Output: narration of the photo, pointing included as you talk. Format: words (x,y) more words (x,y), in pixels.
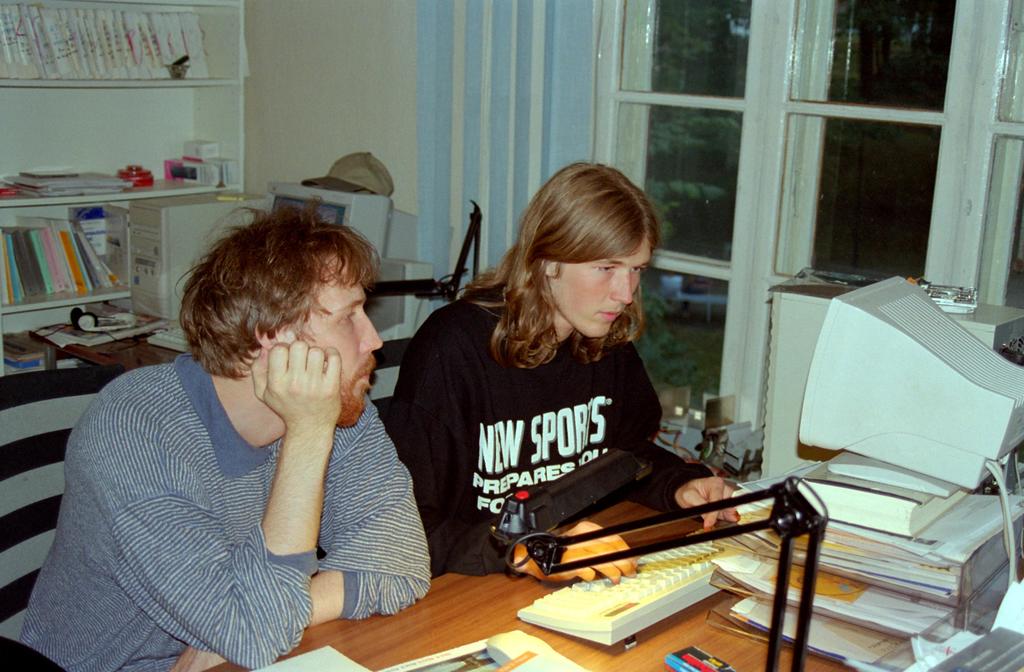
In this picture i could see two persons (231,501) sitting on the chair (42,566) beside a table (417,624) and working on the computer (654,590) to the right side of the corner, in the background (755,103) there is a window (759,214) and in the left corner of the background (40,272) there are books (59,249) in the shelf (65,129).
